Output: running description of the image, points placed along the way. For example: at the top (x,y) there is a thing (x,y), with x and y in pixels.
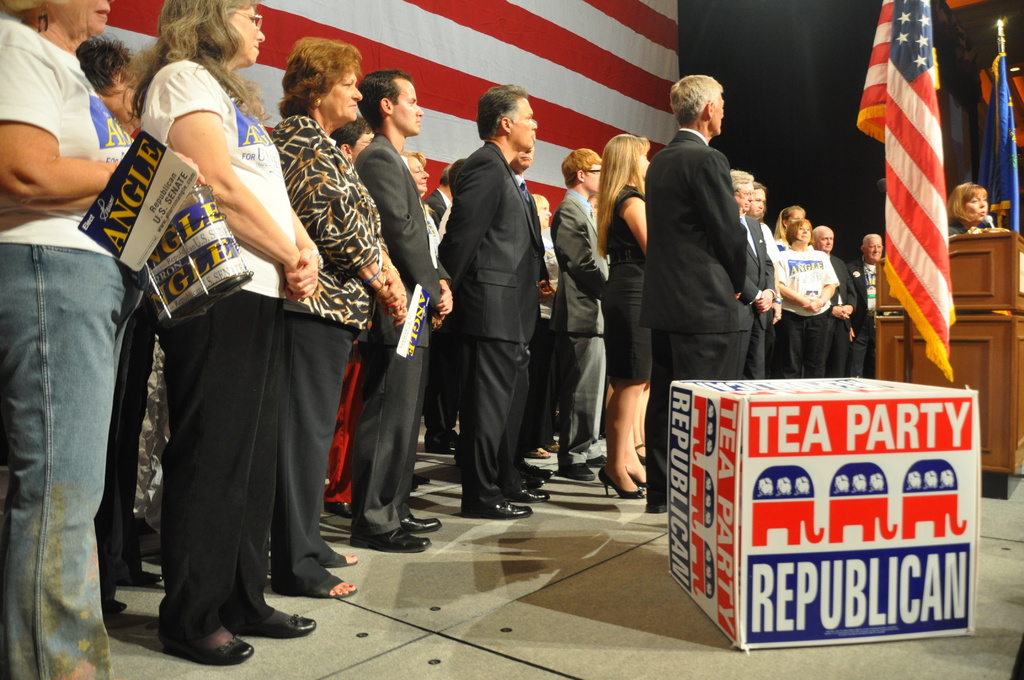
In the middle of the image (667,431) few people (54,99) are standing and there are some flags (908,117) and table (965,374). Behind them there is a banner (314,1).
